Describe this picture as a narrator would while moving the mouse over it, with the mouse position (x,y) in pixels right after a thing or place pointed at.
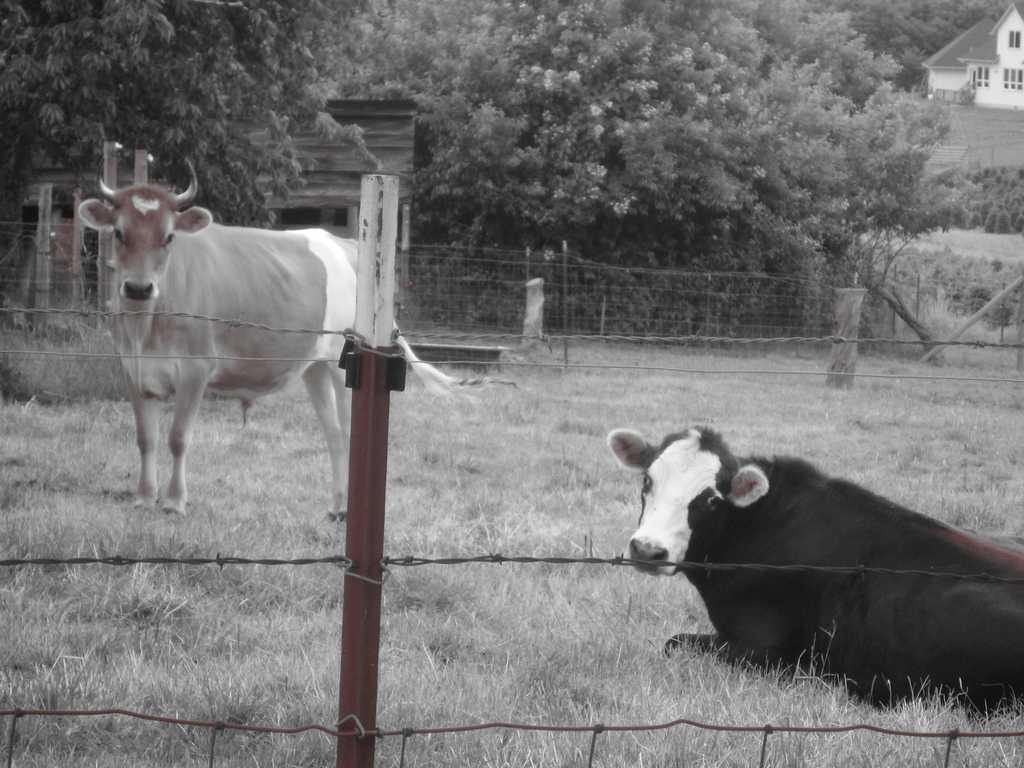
In this image we can see cows (633,462). On the ground (402,541) there is grass (418,591). Also we can see wire fencing (398,308) with poles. In the background (449,151) there are trees (449,151). Also we can see buildings (972,69) with windows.
